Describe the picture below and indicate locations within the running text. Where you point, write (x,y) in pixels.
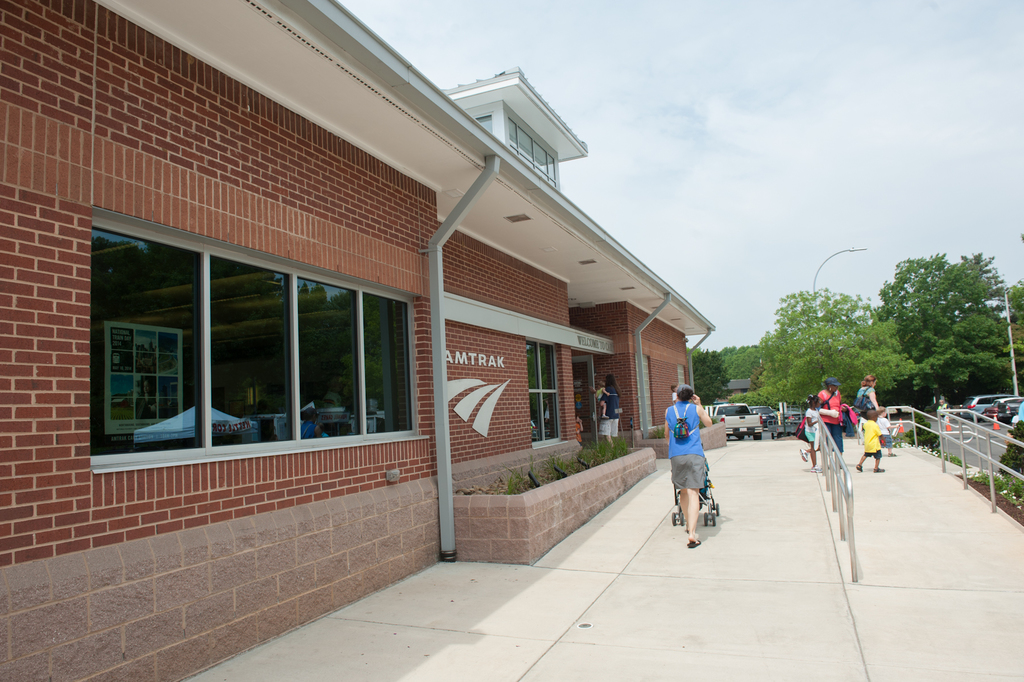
In this picture, there is a building (237,465) with windows (236,276) towards the left (194,373). Before the building (206,385) there are hand grills (848,496). In the center (680,419) there is a woman (690,449) carrying a bag (677,435) and holding a baby vehicle (714,506). In front of her, there are people (868,390) carrying bags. In the background (786,429), there are vehicles (1007,398), trees (960,278), poles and a sky (709,115).
